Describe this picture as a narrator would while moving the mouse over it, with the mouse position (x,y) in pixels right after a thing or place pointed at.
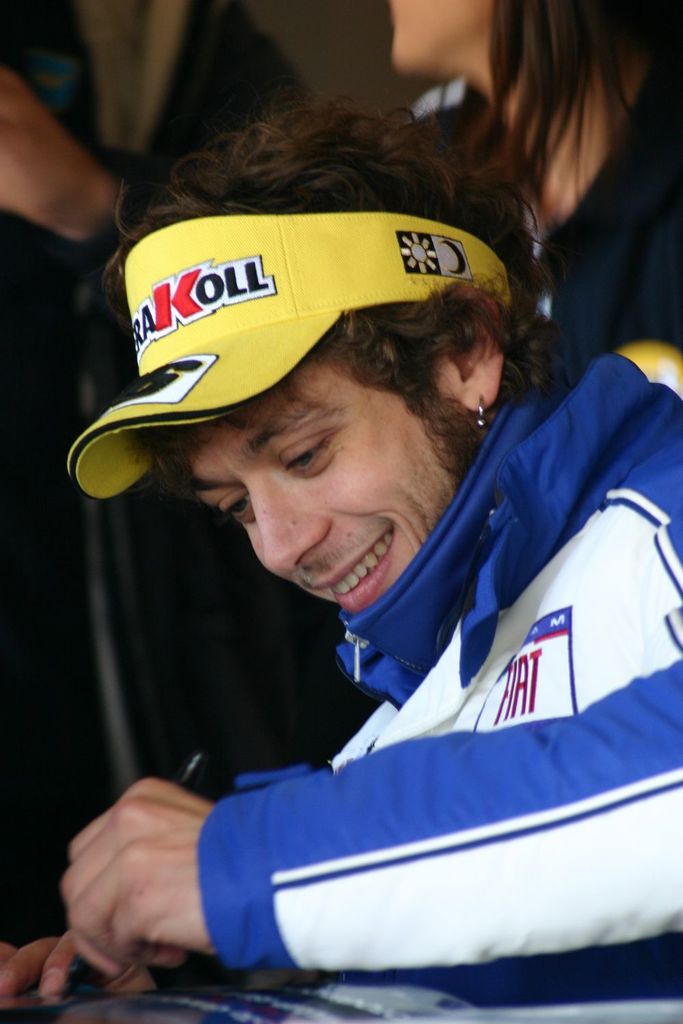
In this image I can see a person (415,641) sitting and smiling. And he is holding a pen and wearing a yellow color cap (361,267).
